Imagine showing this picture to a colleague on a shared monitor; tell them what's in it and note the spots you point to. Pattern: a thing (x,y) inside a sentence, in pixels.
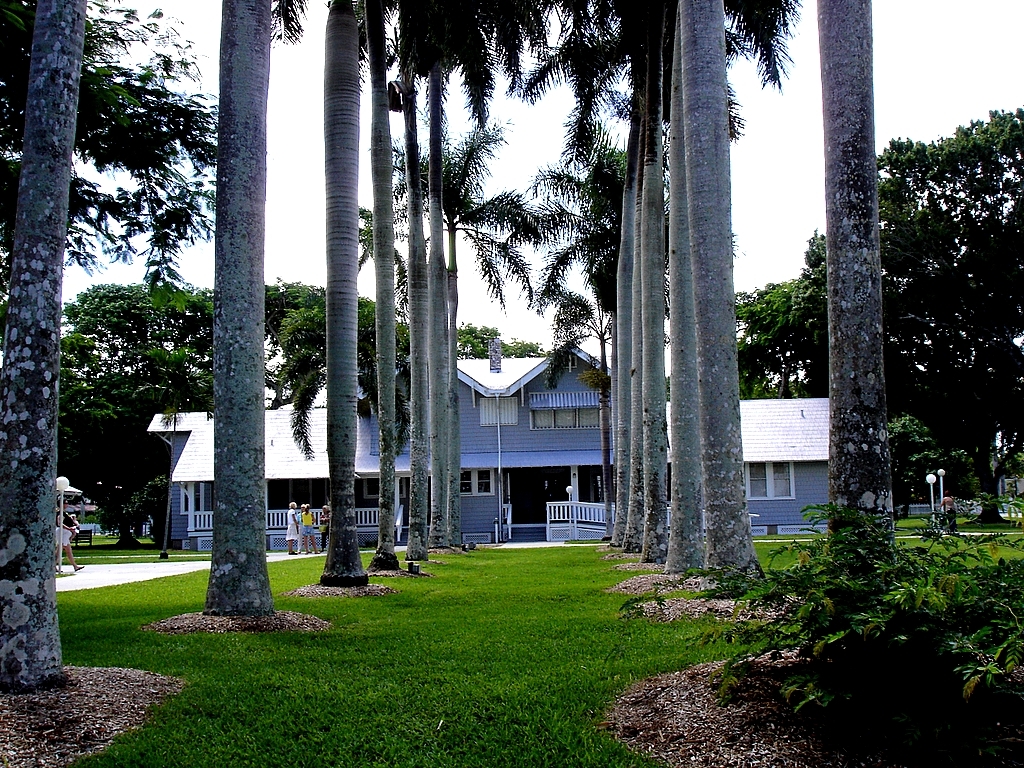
In this picture, we can see a few people (302,506), house (319,502), fencing (281,513), ground (448,624) with grass (441,617), poles (58,565), plants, trees (51,531), lights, and the sky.
